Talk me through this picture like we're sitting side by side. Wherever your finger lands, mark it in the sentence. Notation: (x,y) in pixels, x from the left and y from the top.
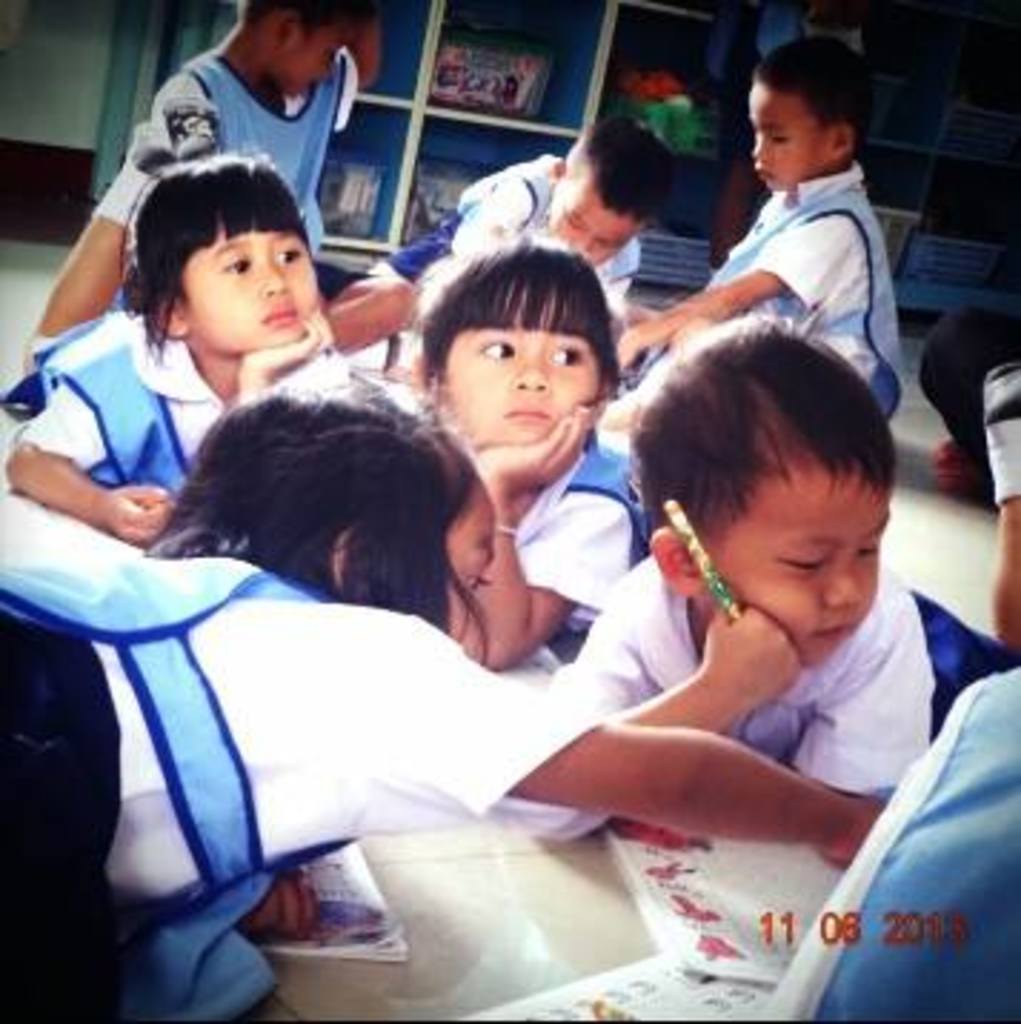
In this image I can see few kids (562,593) and they are wearing white and blue color dresses (271,672). In the background (604,100) I can see few objects (681,97) in the racks (447,111).
